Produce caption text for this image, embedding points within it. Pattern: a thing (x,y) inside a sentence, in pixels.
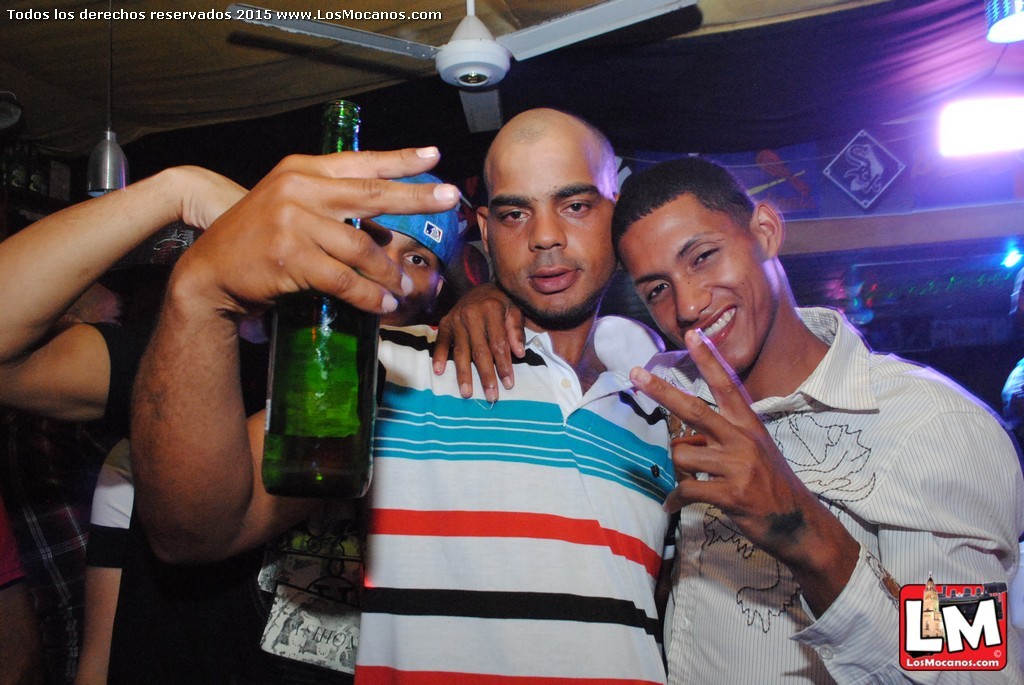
On the bottom right (978,602), there is a watermark (958,619). In the middle of this image (496,229), there are three persons (449,217) in different color dresses (896,411). One of them is holding a green color bottle (347,368). In the background (544,35), there is a fan (495,77), there are lights (975,126), other persons (118,251) and there are other objects (18,169).
